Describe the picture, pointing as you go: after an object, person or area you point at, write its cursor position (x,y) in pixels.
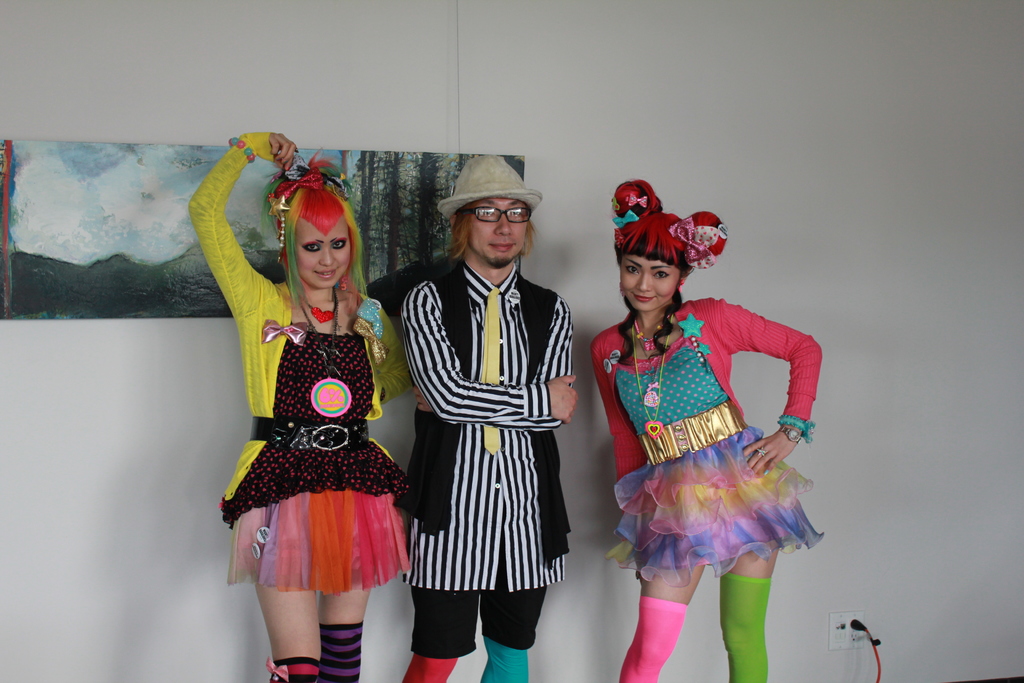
In this picture there is a man (545,321) who is wearing hat (500,189), spectacle (481,210), jacket (543,340), shirt (510,392), tie (499,349), short (418,611) and socks (521,661). Beside him there are two women (318,521) who are standing near to the wall (857,331). On the left (69,200) I can see the painting (122,251) which is placed on the wall (184,70). In the bottom right corner (878,677) I can see the cable (877,658) which is connected to the socket (857,633).
